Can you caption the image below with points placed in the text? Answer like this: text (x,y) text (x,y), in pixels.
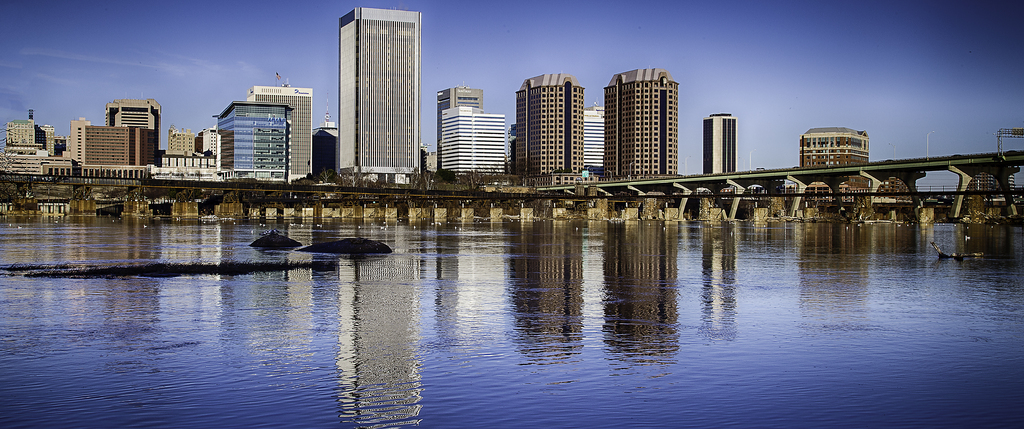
In the image I can see a lake (455,310) on which there is a bridge (956,216) and around there are some buildings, houses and some other things (990,217).
